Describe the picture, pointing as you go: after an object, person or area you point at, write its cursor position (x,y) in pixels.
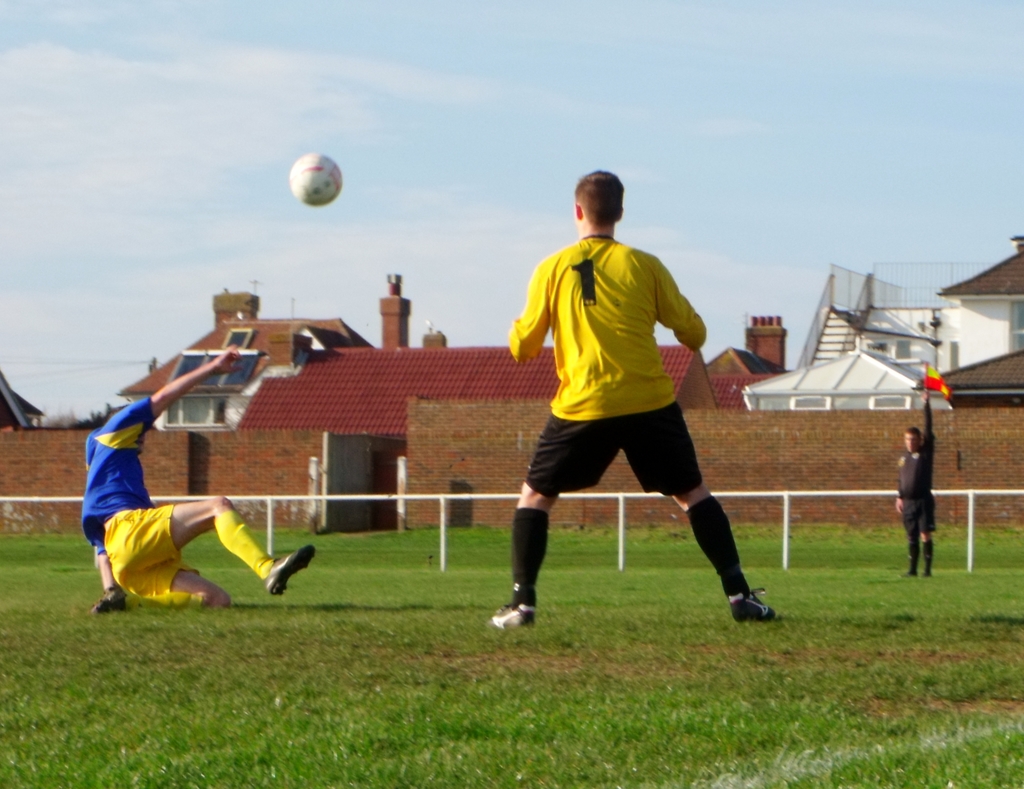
In this picture there is a man (580,269) who is wearing yellow t-shirt (591,349), short (616,440) and shoe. He is standing on the football ground (484,676). On the left (110,566) there is a man (103,459) who is wearing blue t-shirt (107,504), short (166,559) and shoe (279,574). He is kicking the football (302,189). On the right (911,546) there is an umpire (933,506) who is wearing black dress (926,507) and he is holding a flag (944,389). In the background (983,513) we can see buildings (995,391), fencing (1015,490) and plants (49,415). On the top (579,134) we can see sky (482,82) and clouds (463,106). On the bottom (630,731) we can see grass (356,755).
